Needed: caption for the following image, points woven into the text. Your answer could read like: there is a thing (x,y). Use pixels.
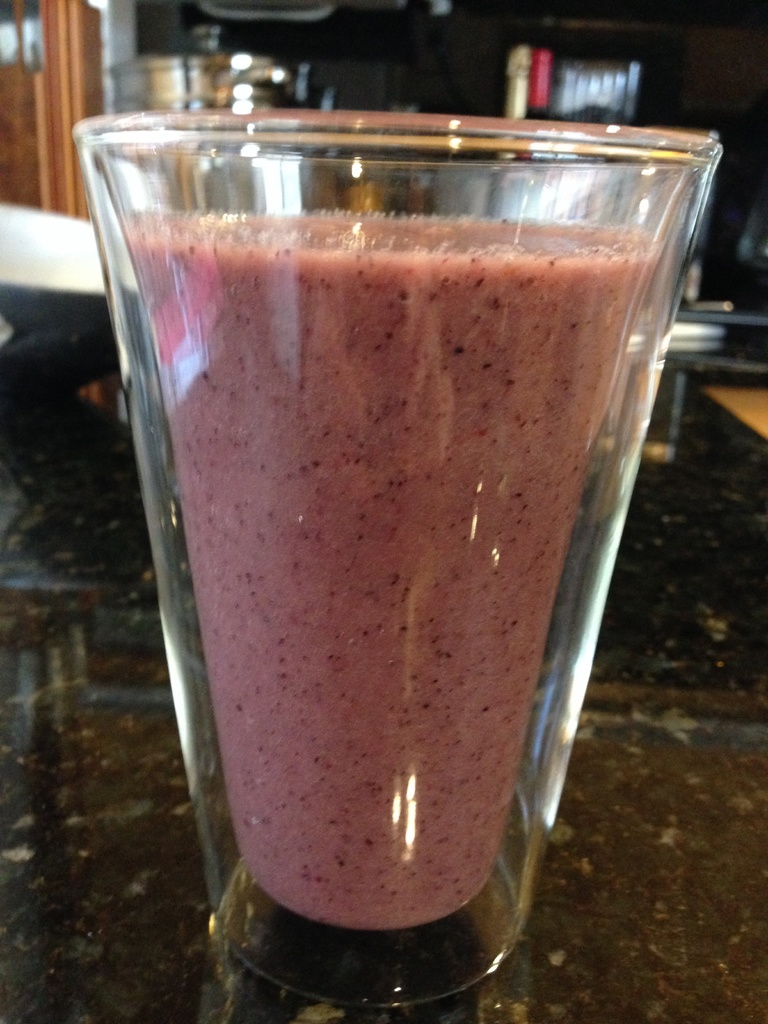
In the image there is juice (279,297) in transparent glass (594,215) on table (57,791), this is clicked inside a room (665,8), behind it there is a vessel (170,61) and bowl (92,287).
